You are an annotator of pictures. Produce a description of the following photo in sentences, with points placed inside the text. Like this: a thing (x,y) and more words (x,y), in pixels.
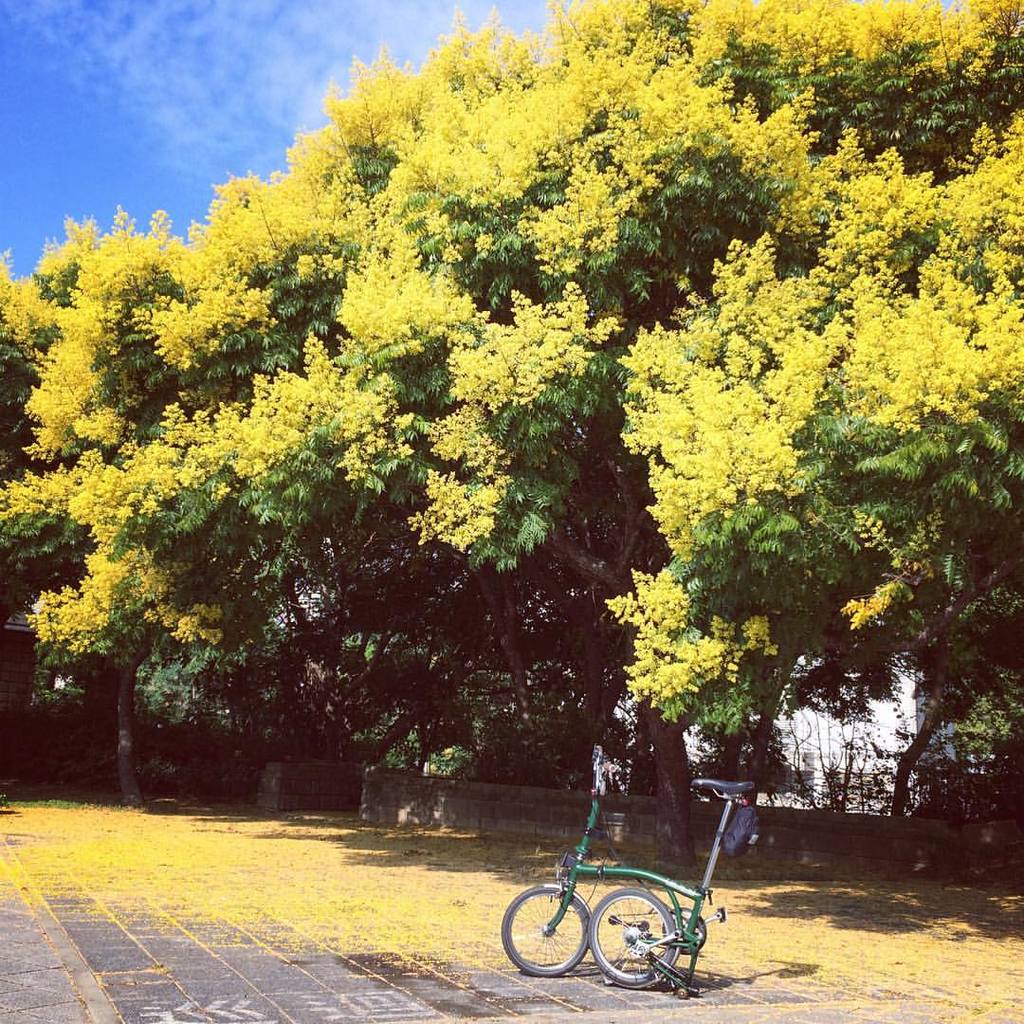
In the picture we can see a path surface (227,971) with tiles (36,1009) and on it we can see a tree (262,322) with flowers (262,308) and behind it we can see a sky (123,101) with clouds (418,60).
